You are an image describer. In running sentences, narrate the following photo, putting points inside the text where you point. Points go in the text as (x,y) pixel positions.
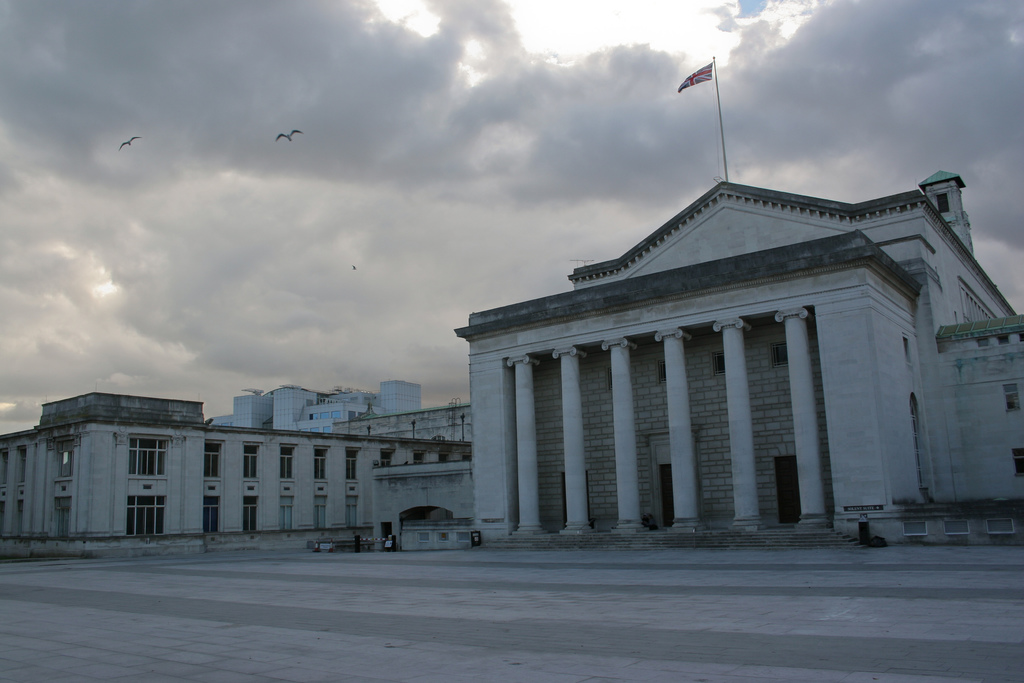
In the image there is a building (558,415) with pillars (564,350), walls (656,390), roofs (604,292) and at the top of the building (743,208) there is a flag (707,74) with pole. In front of the building (730,208) there are steps (847,538). On the left side of the image (102,466) there is a building (102,466) with glass windows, walls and roofs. At the top of the image (251,218) there is sky (220,210) with clouds (214,192) and also there are birds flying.
